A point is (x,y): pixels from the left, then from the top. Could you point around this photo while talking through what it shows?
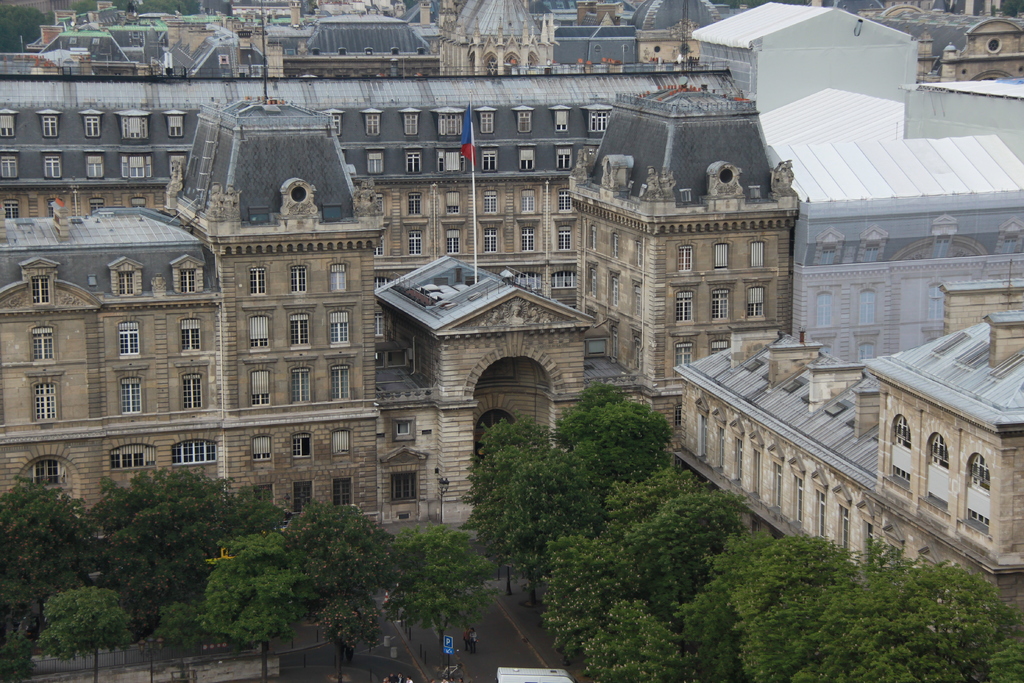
At the bottom of the image (251,507) there are trees (688,596), poles (448,658) with sign board (447,643) and also there is a road (480,643). There are many buildings (312,187) with walls (324,410), windows (259,272), arches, pillars (567,399) and roofs (192,162). There are few sculptures (780,188) on the pillars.
